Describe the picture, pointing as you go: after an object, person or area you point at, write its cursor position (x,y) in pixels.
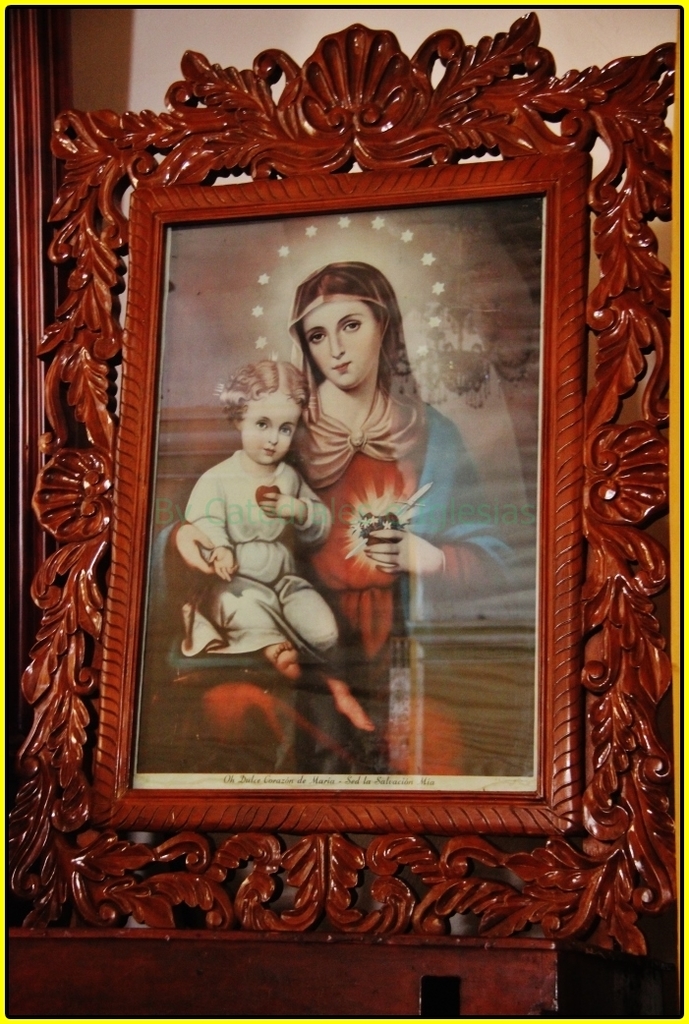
This image is a photo frame (283,551) of Jesus (269,534) with his mother (402,556) and the frame (349,875) is placed on the wooden surface (298,957). The image has borders (2,978).
